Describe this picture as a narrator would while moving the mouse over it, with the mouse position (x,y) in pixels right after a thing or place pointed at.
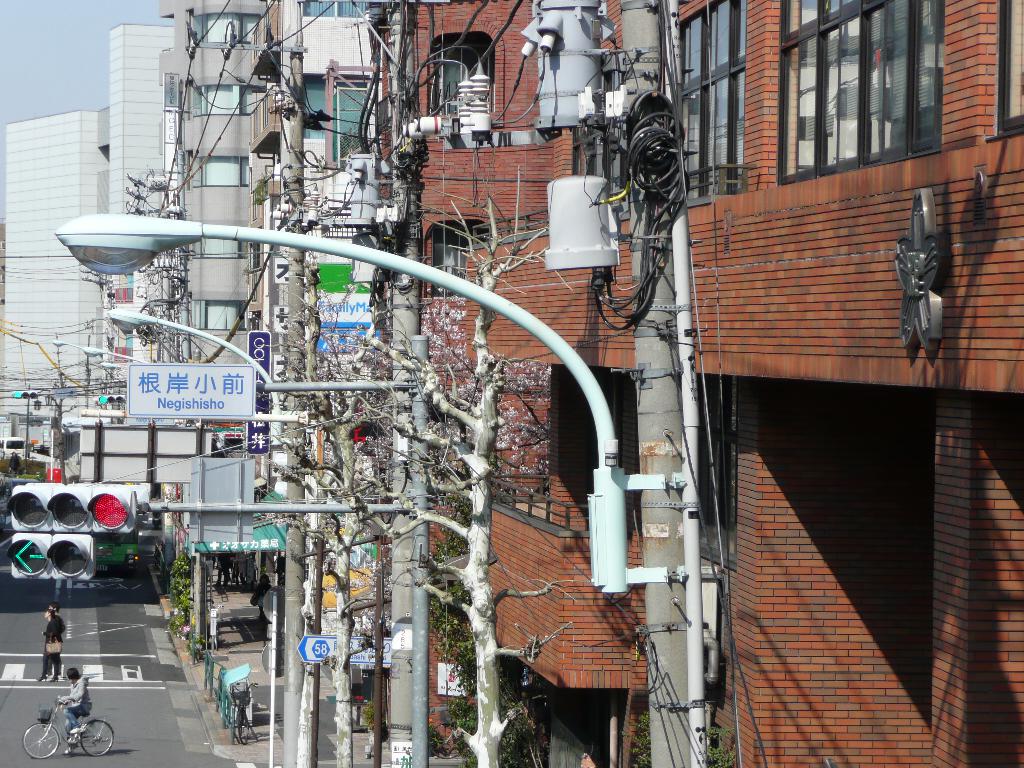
In this image I can see few light poles (253,359), background (23,241) I can see few traffic signals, buildings (492,191) in brown, cream and gray color and I can also see the person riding the bicycle (102,728), background (39,67) the sky (80,78) is in white color.
